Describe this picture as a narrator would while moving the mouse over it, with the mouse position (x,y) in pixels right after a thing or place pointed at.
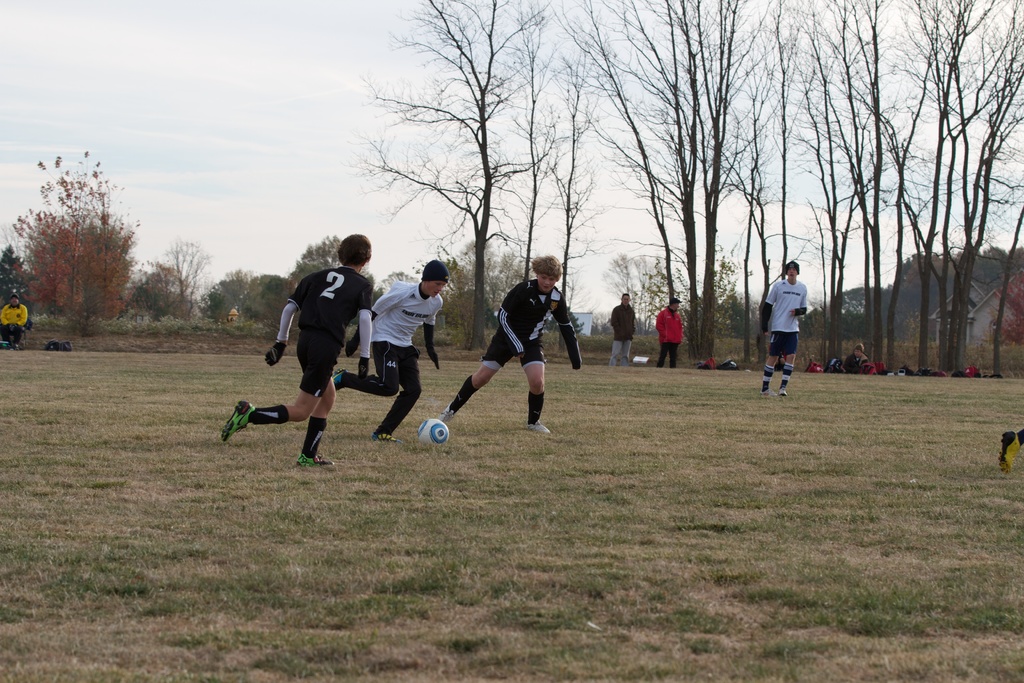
These three people (378,325) are playing football, as there is a movement in their legs (370,380) and a ball (443,434) is on ground (435,490). Far there are number of trees (53,285) and bare trees (880,121). These three persons (779,320) are standing. Far this person (12,317) is sitting on a bench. We can able to see a building (990,324).
